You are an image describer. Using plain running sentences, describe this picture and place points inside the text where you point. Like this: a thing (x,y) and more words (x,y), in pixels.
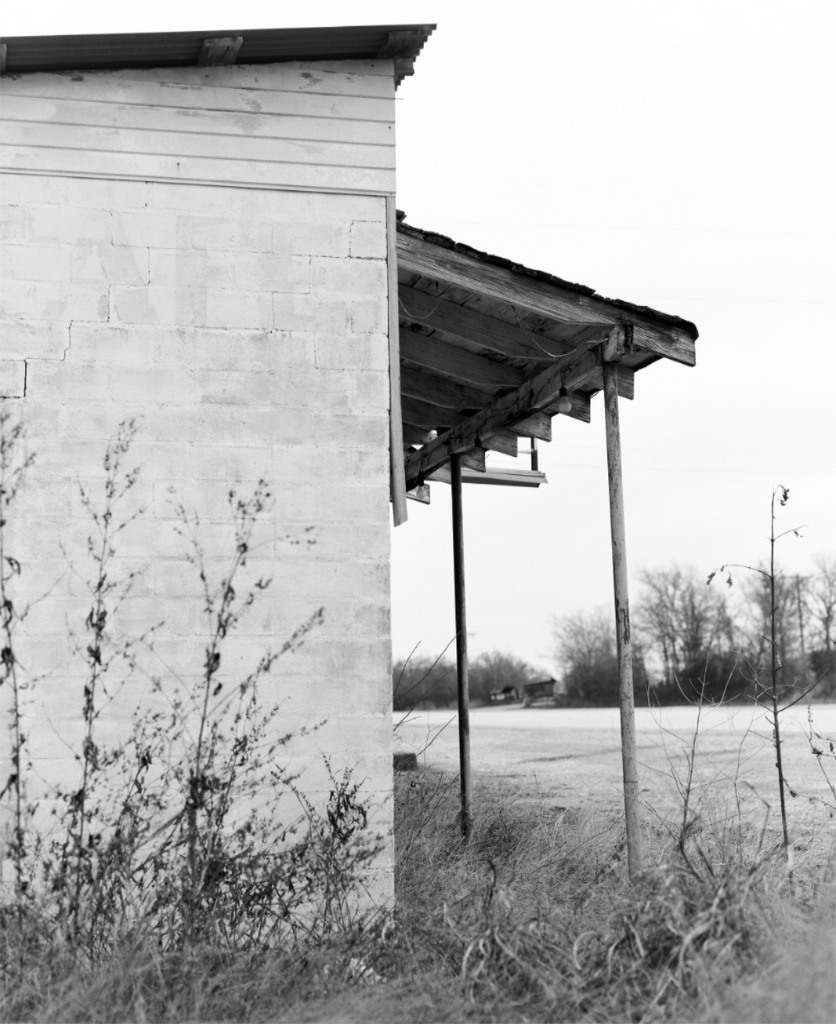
In the picture I can see a roofing sheet house (266,256) and there are few plants (92,934) beside it and there are few other plants (699,649) in the background (681,637).
